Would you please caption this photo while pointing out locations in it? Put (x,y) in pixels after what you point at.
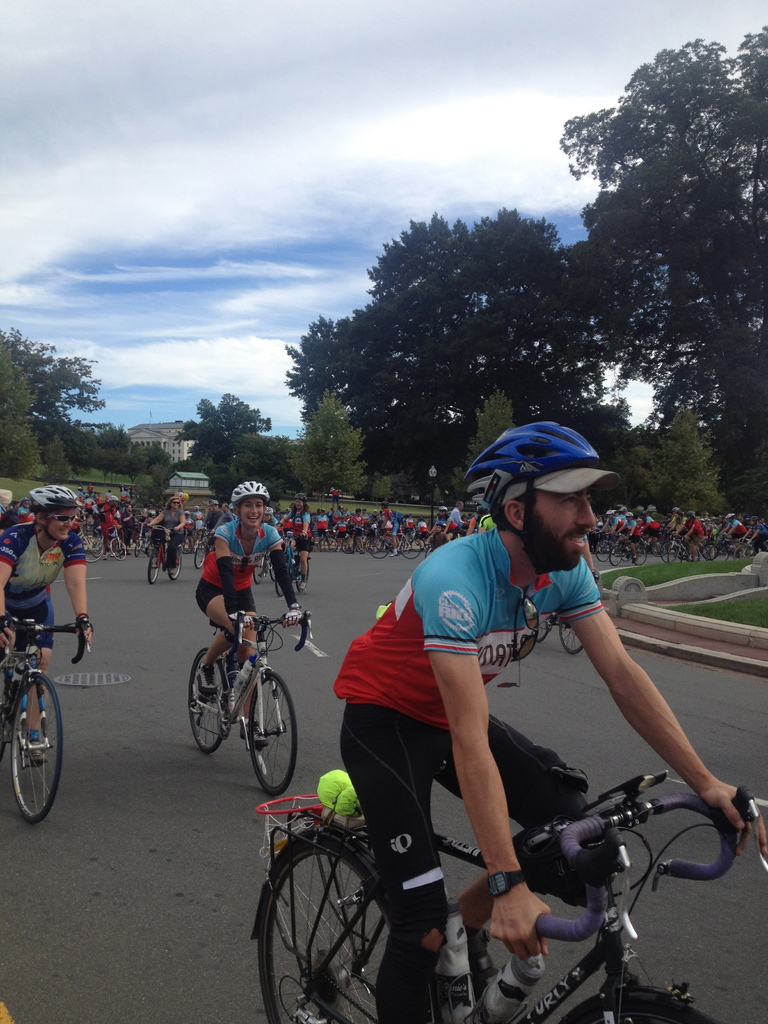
On the right side (553,422), there is a person (543,422) wearing blue color helmet (503,445), smiling and cycling on the road (217,891), on which there are other persons (305,581) cycling. On both sides of this road (310,657), there are trees (521,339) and grass (761,604) on the ground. In the background (326,458), there are buildings (138,435) and trees (443,411) on the ground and there are clouds (256,61) in the sky (261,61).
